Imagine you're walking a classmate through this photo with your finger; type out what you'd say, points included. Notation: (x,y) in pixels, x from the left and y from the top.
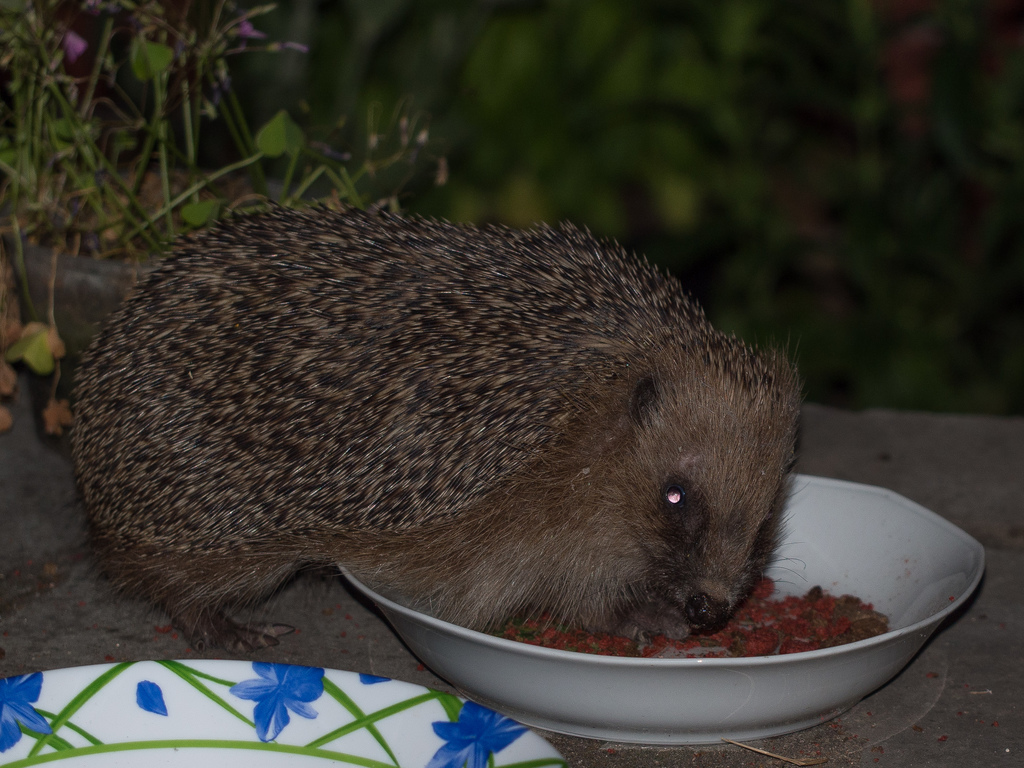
In this image in the center (350,351) there is one hedgehog (452,360) and the hedgehog (587,601) is eating something, and there is one bowl (708,647). In the bowl (979,556) there is some food (757,647), at the bottom of the image (264,705) there is one plate (203,697) and in the background (307,95) there are some plants (490,181).
